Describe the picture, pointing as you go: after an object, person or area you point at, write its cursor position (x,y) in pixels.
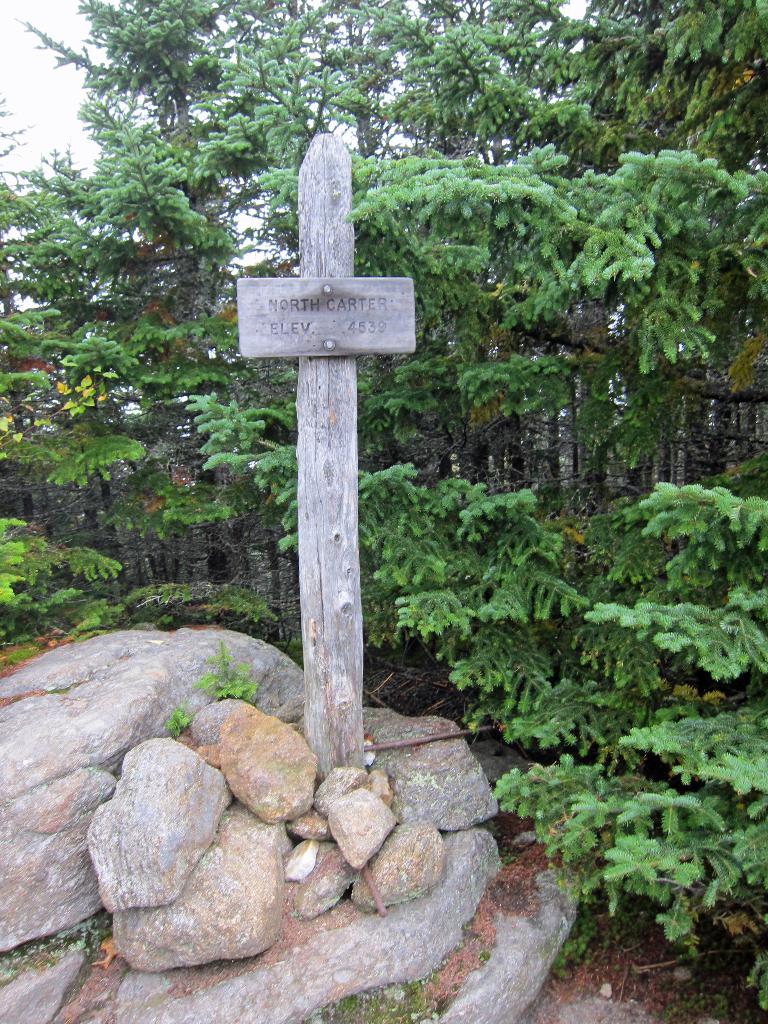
In this picture I can see the wooden board (356,298) on the wooden pole (342,292). At the bottom (412,749) I can see the stones (374,872). In the back (5,298) I can see the trees (5,298), plants (693,736) and grass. In the top left (58,149) I can see the sky (12,228).
